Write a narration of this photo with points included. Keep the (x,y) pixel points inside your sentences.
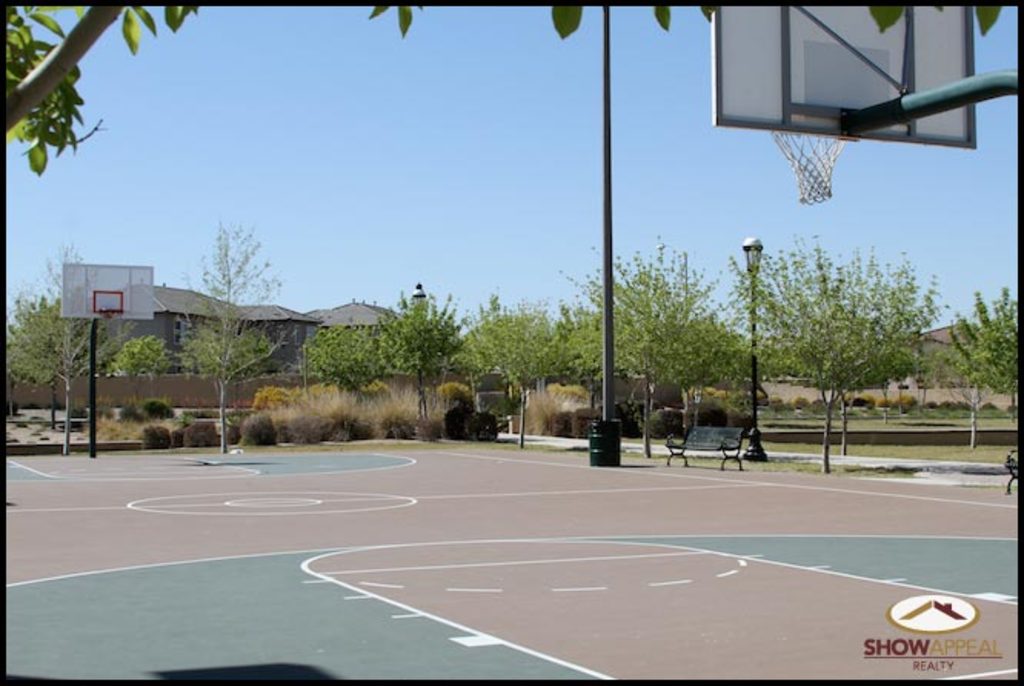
In this image there is a basketball court (399,578) in the bottom of this image (449,537) and there are some trees (342,372) in the background (329,367). There is a house (316,328) on the left side of this image (268,335). There is a basketball net (122,288) on the left side of this image (116,307) and on the right side of this image (812,125) as well. There is a sky (391,168) on the top of this image (368,162).
